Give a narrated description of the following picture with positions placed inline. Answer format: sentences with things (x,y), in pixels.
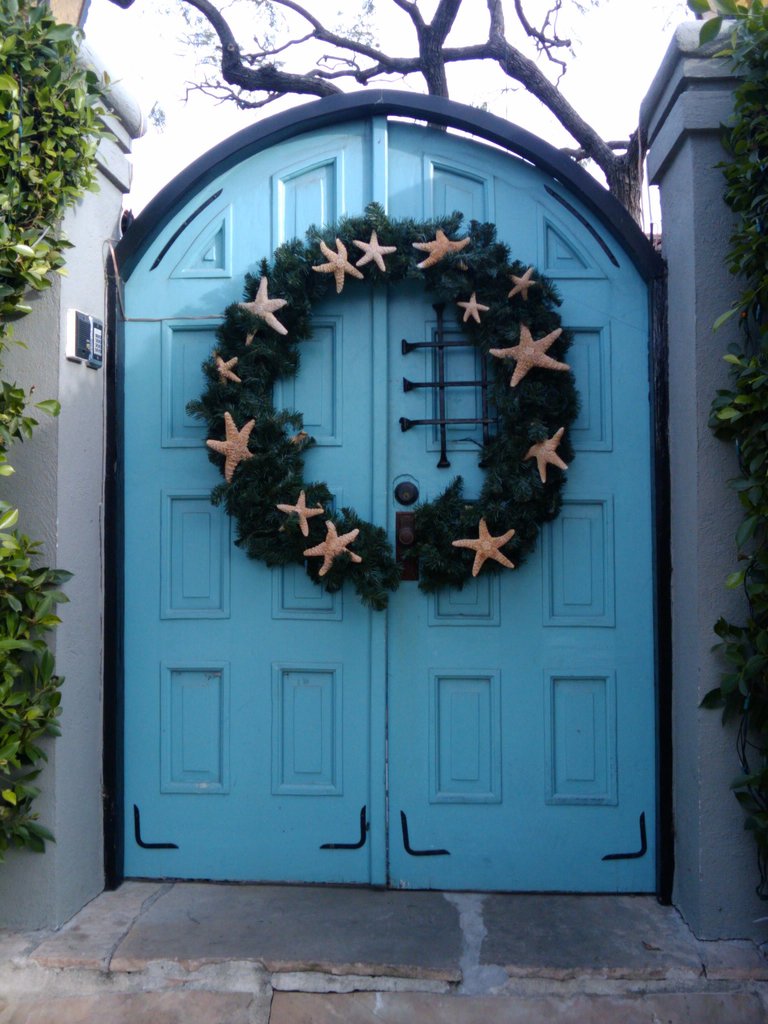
In this image in the center (324,630) there is a gate (352,349) and there is a garland (438,292), and on the right side (748,680) and left side (33,158) there are some plants (43,706). At the bottom (346,919) there is a walkway (656,901), and in the background (474,39) there is a tree (412,67) and sky (324,64).
